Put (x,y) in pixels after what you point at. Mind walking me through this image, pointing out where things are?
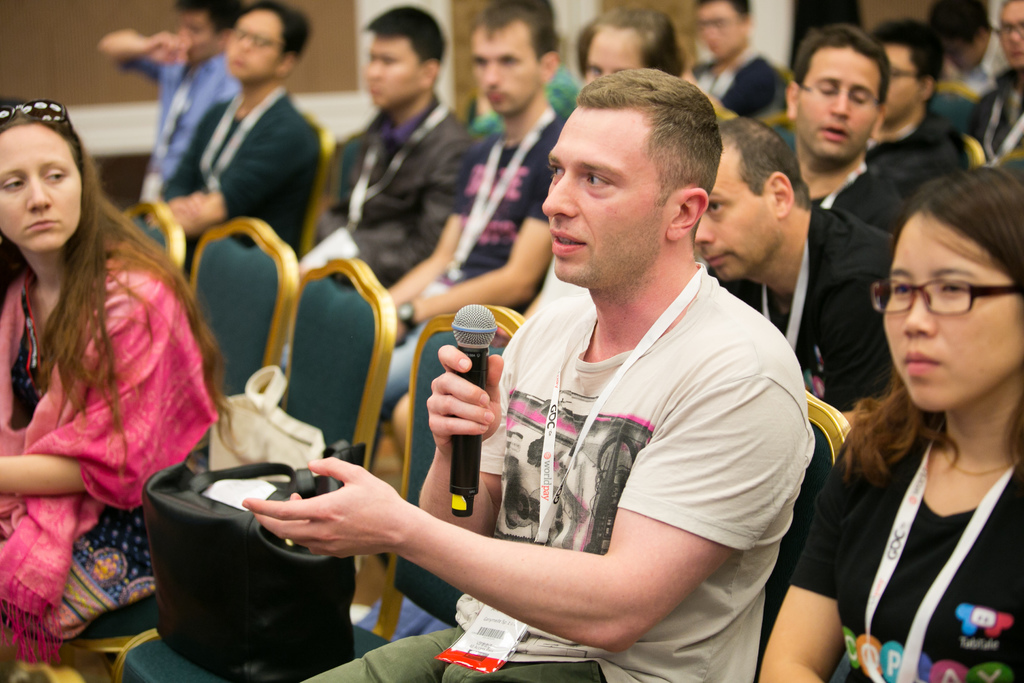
This is a picture taken in a seminar hall (841,176), there are a group of people (709,187) sitting on a chair (380,282). The man (621,330) in white t shirt (651,391) holding a microphone (477,358) to the left side of the man (477,561) on chair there is a black bag (223,574). Background of this people (518,162) is a wall (48,57).
